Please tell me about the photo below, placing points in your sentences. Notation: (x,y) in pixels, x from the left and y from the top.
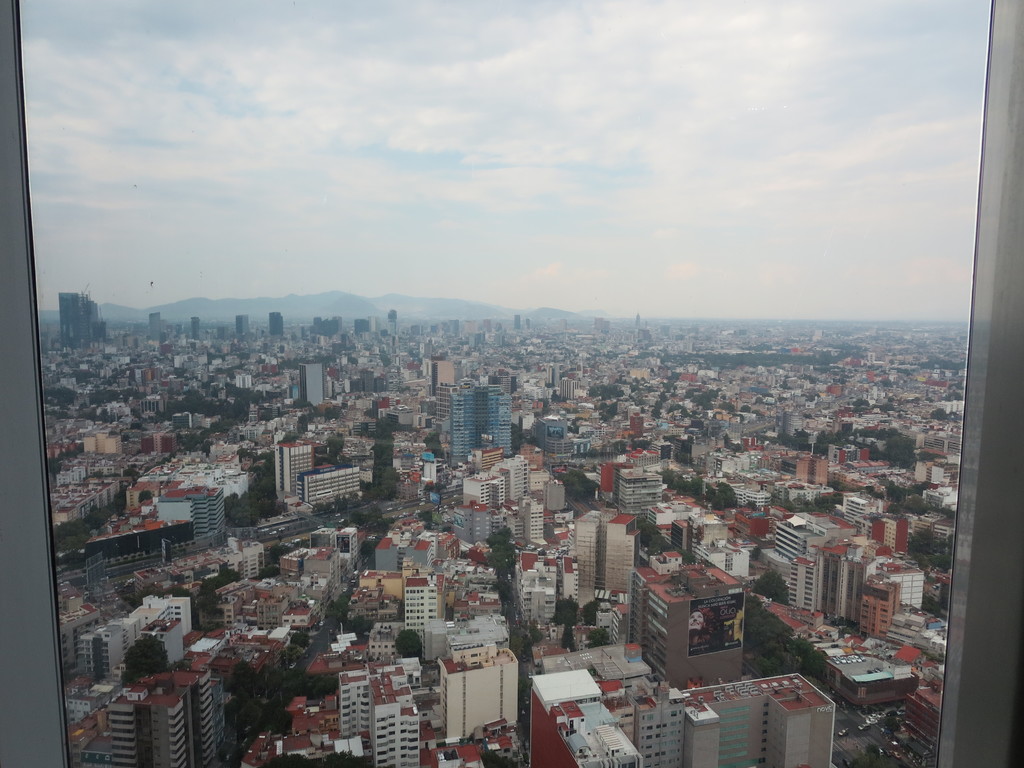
In this image there is a glass (417,511) in which we can see buildings (459,646), roads (279,523), vehicles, trees (404,641), mountains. And there is sky (330,263) at the top (452,233).
